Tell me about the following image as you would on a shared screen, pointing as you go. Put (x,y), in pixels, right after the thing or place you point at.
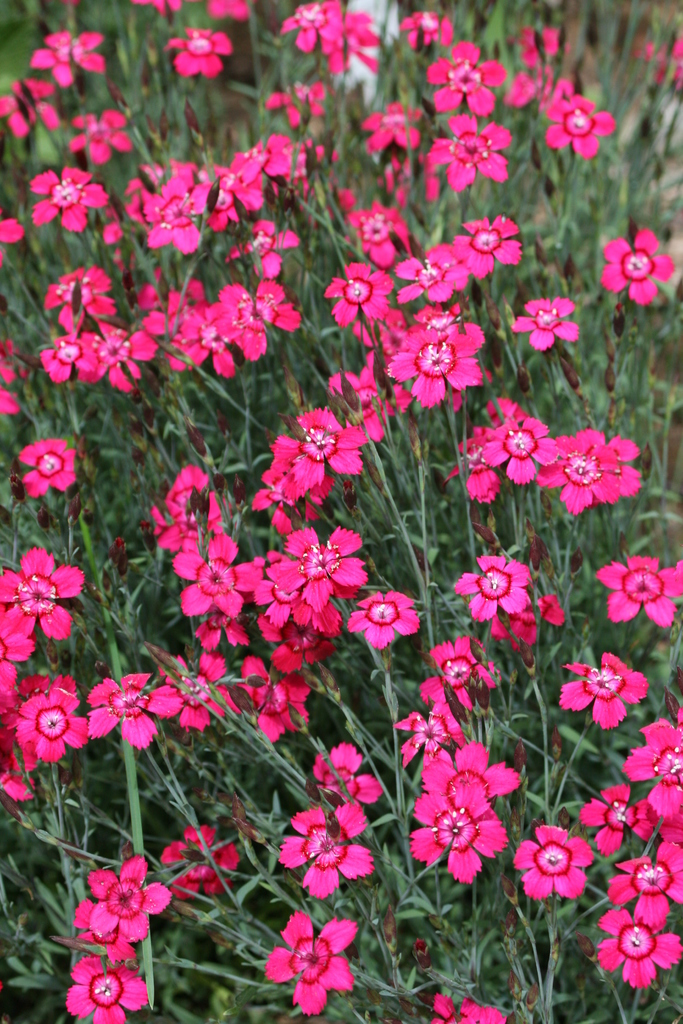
In this picture we can see the plants (603,980) and flowers (607,841).
